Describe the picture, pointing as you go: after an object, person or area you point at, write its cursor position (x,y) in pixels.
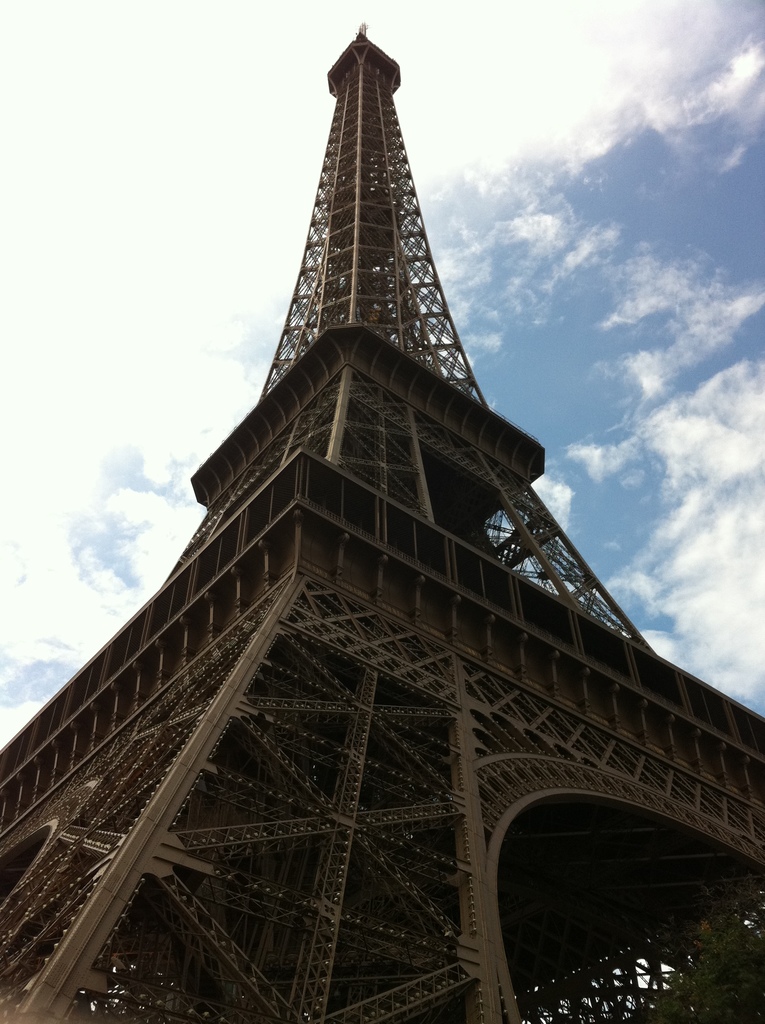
In the image there is a tower (238,788) and the picture is captured from the bottom of the tower (381,179).
